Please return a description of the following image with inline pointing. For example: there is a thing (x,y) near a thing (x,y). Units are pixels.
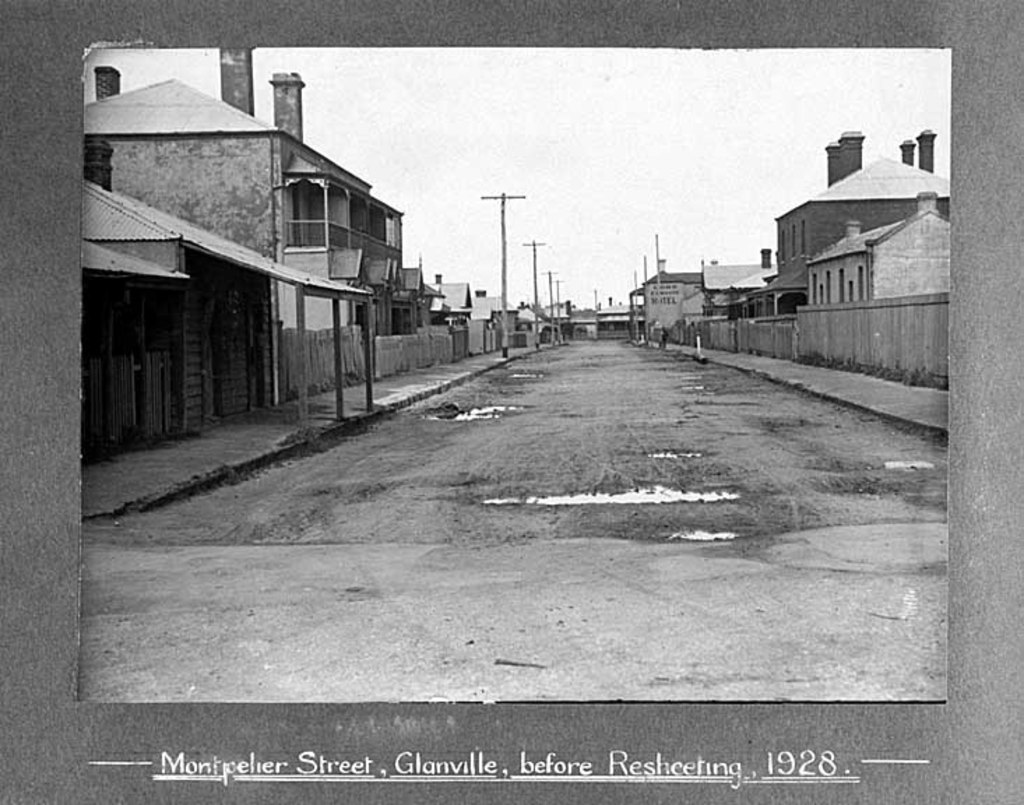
This is a black and white image. There are buildings (360,206) in the middle (557,321). There are poles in the middle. There is sky (607,142) at the top (539,130).
